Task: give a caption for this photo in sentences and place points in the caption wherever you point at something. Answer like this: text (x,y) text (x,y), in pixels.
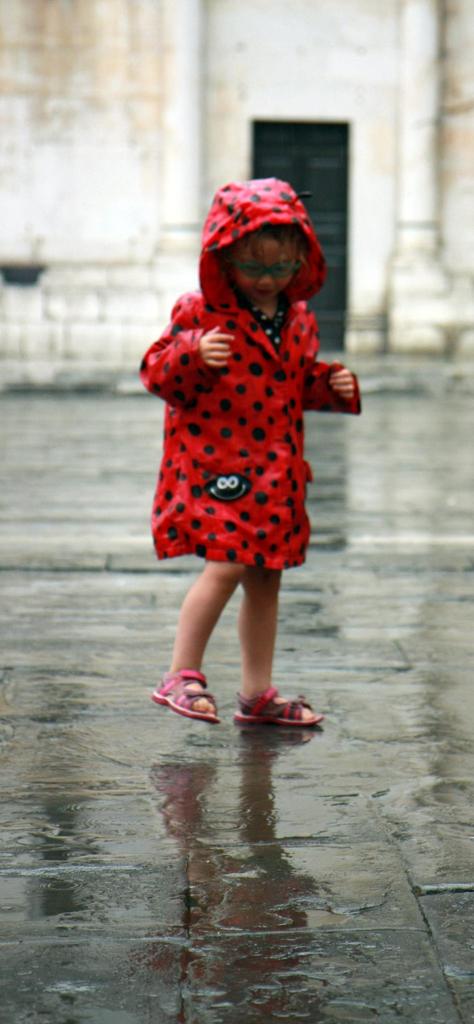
In this picture we can see a kid (231,499) standing, at the bottom (253,772) there is water (184,762), in the background (117,72) we can see a wall (314,87) and a door (321,193).
